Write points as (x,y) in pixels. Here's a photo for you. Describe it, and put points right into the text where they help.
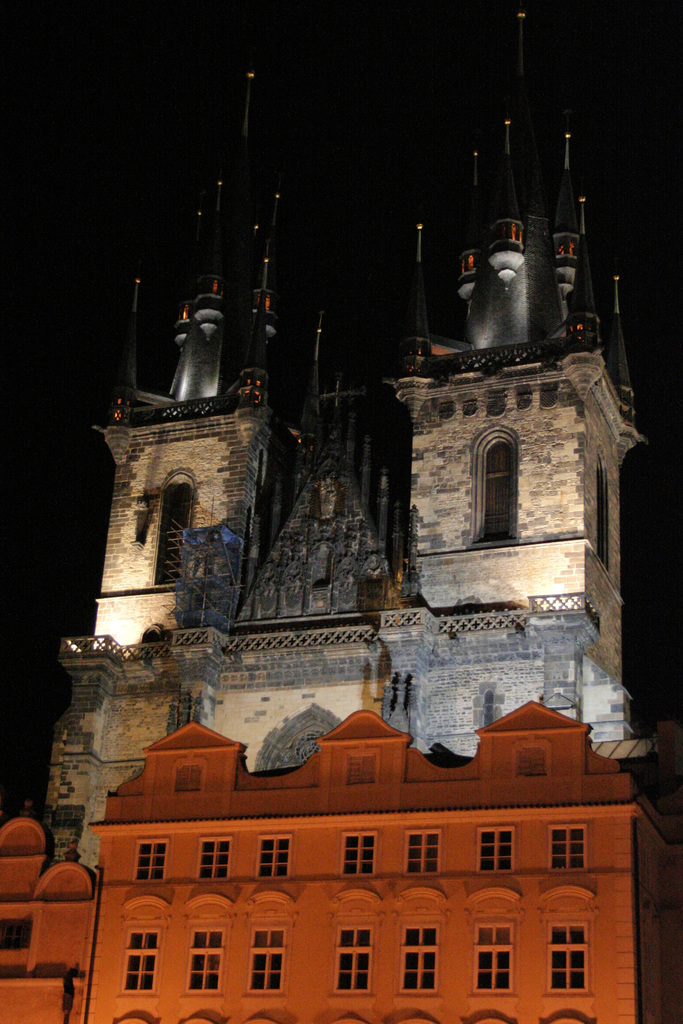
In the center of the image (315,675) we can see buildings (465,668), windows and railings (487,353). And we can see the dark background (20,272).
